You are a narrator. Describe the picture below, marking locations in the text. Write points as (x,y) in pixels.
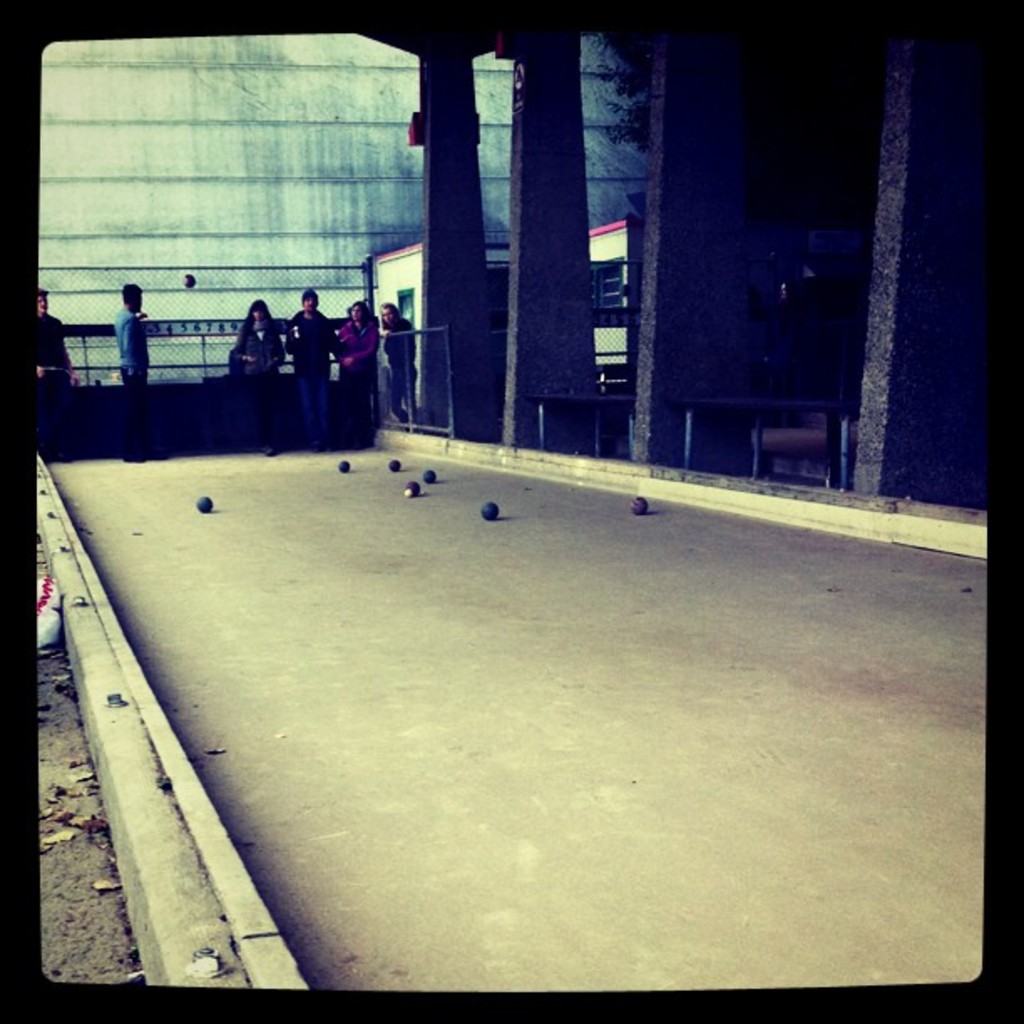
In this image we can see a few people (405,392) standing, in front of them, there are some balls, also we can see some pillars (581,337), buildings (619,348), fence (221,296) and the wall (346,107).
